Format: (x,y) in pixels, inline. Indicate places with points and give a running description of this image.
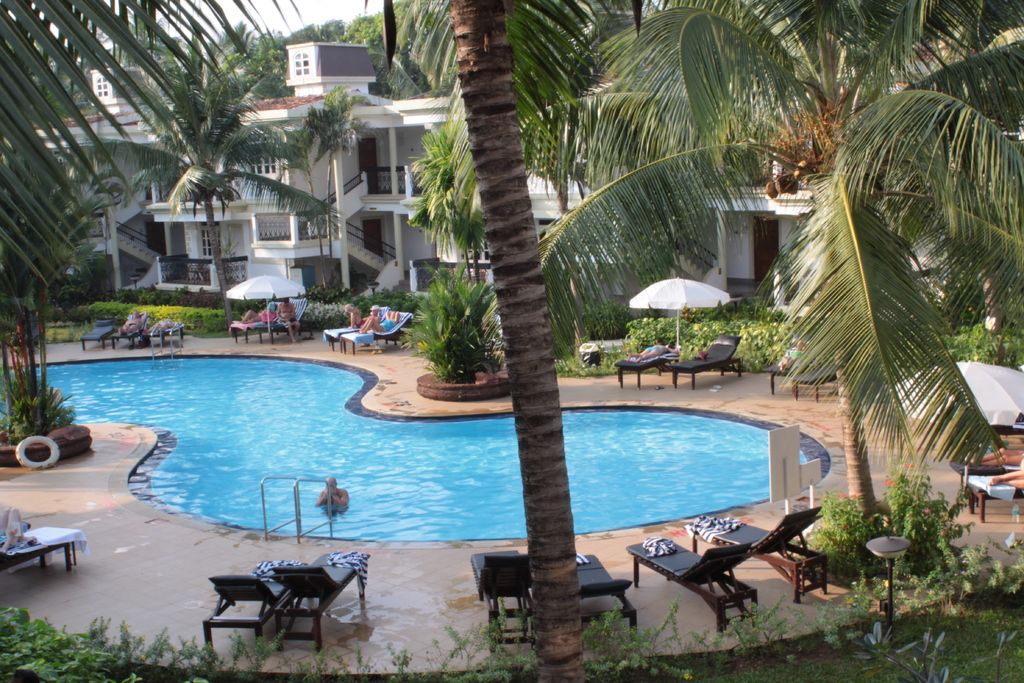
In the center of the image (511,298) we can see the sky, one building (405,245), trees (610,240), plants (565,358), fences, pillars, one person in the swimming pool (205,373), outdoor umbrellas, relaxing chairs (646,542), few people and a few other objects (364,563).
